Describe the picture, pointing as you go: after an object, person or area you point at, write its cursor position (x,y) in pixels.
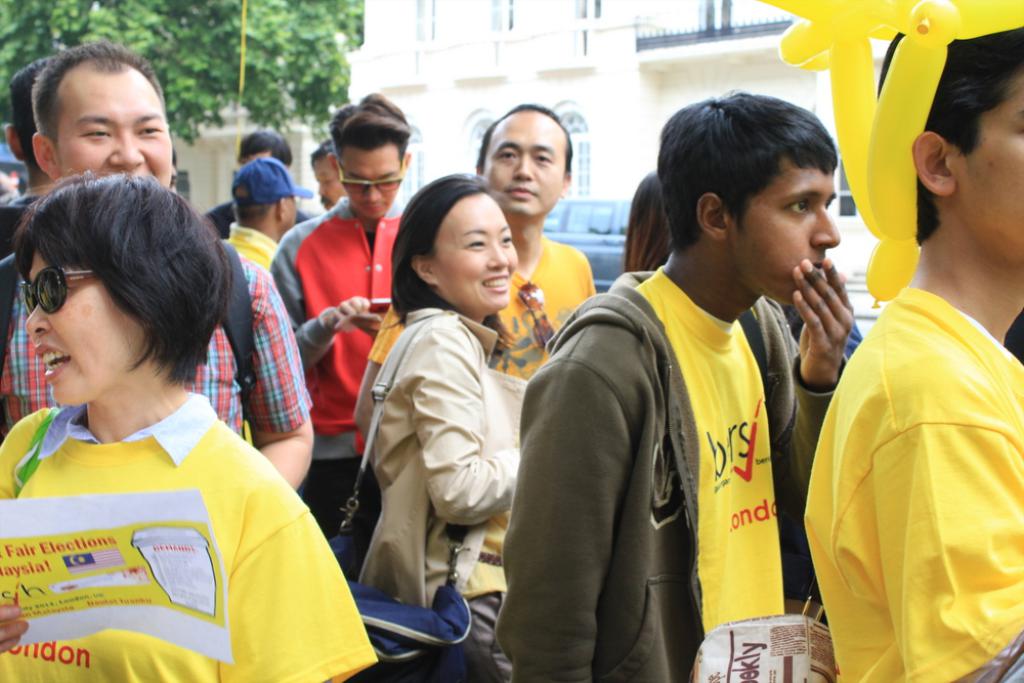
In this picture I can see group of people (451,434) standing, there is a twisted balloon (863,48), there is a vehicle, and in the background (617,74) there is a tree (334,13) and a building (461,129).
